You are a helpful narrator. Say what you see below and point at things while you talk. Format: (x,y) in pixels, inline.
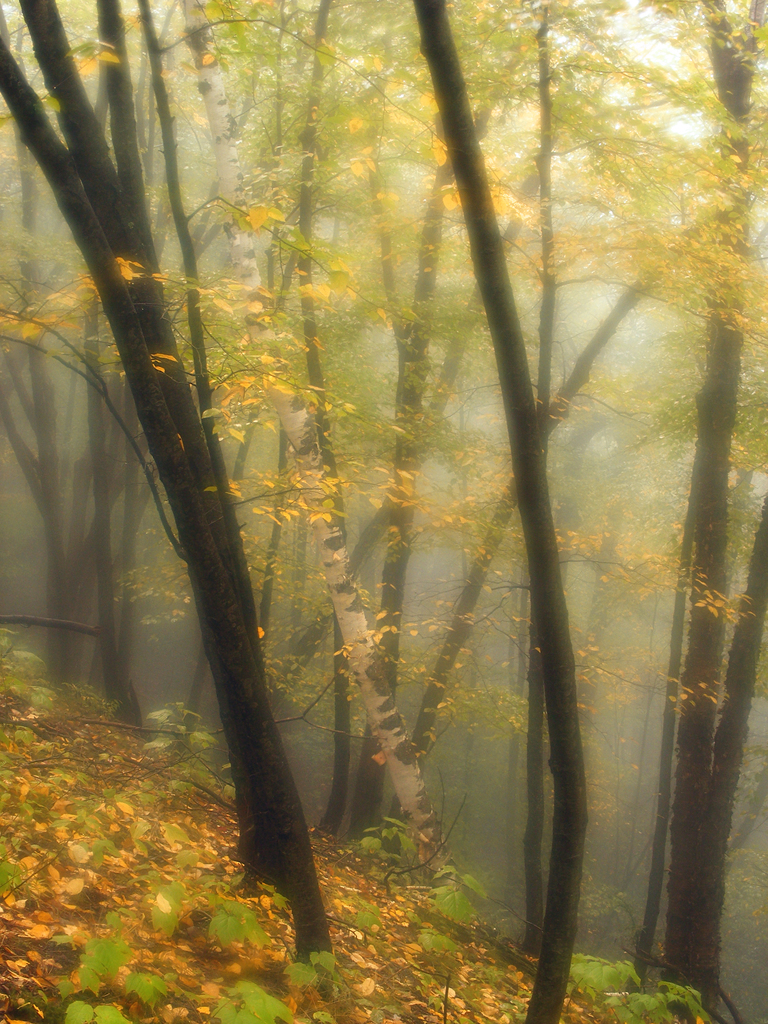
In the picture I can see trees (529,560) and plants (368,917). This picture is little bit blurred in the background (291,663).
